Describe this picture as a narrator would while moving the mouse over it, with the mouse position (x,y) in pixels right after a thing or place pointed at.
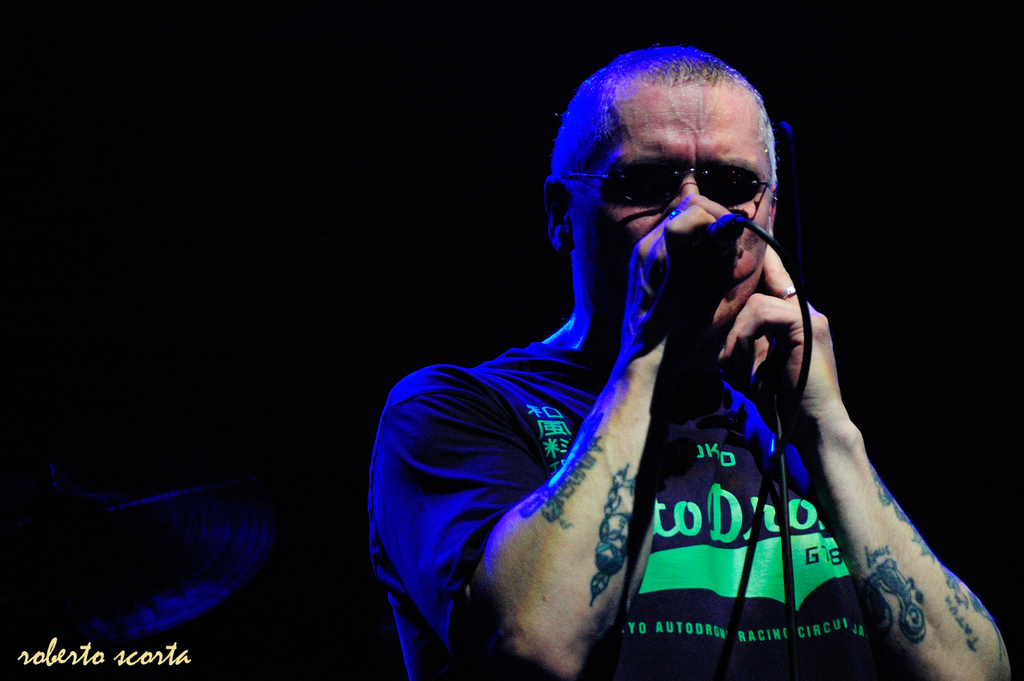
In this image we can see a person (654,447) holding a mic (730,232) and a dark background (409,99).
